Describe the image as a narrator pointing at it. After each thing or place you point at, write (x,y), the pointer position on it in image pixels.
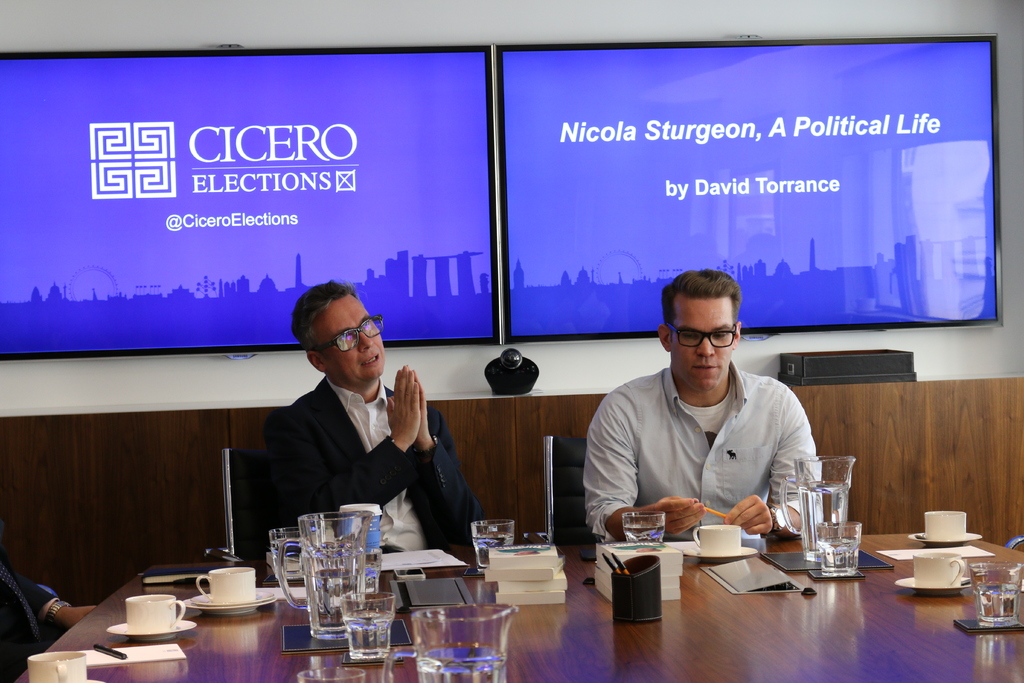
In the background (653,101) we can see screens (640,158), wall (967,334) and objects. In this picture we can see men (337,301) wearing spectacles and sitting on the chairs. We can see a man (757,471) holding an object (710,509). On a table (167,668) we can see cups (946,565), saucers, jars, water glasses (491,534), books (668,583), papers (174,651) and objects (813,593). We can see pens (607,563) in a holder (656,587). In the bottom left corner of the picture (60,602) we can see the partial part of a person (62,612) wearing a wrist watch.
